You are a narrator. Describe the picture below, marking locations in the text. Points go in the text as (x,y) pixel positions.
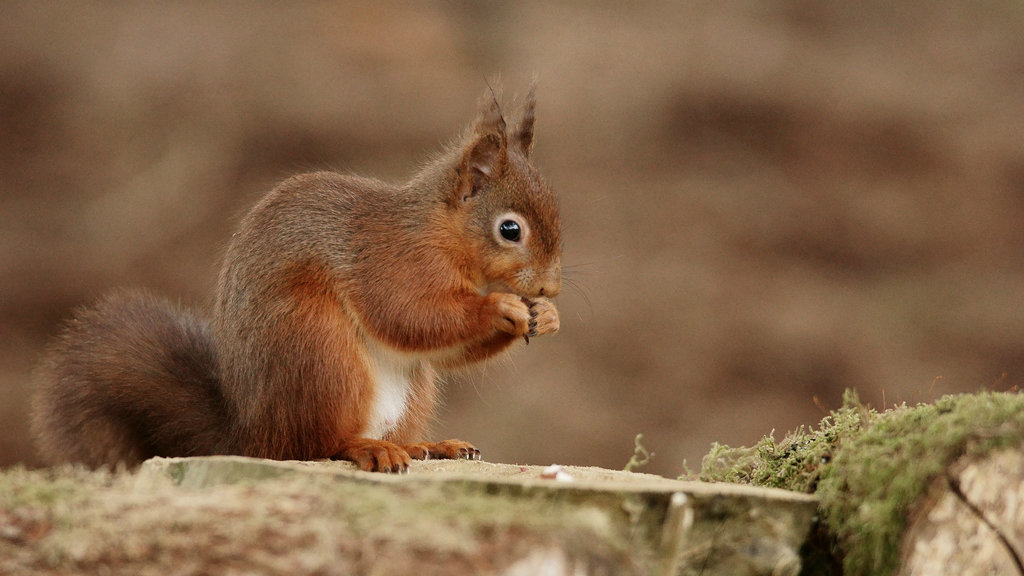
On the left side of the image (248,347) there is a squirrel (245,293) on the ground (493,467). On the right side (862,425), I can see the grass (812,441). The background (817,243) is blurred.
